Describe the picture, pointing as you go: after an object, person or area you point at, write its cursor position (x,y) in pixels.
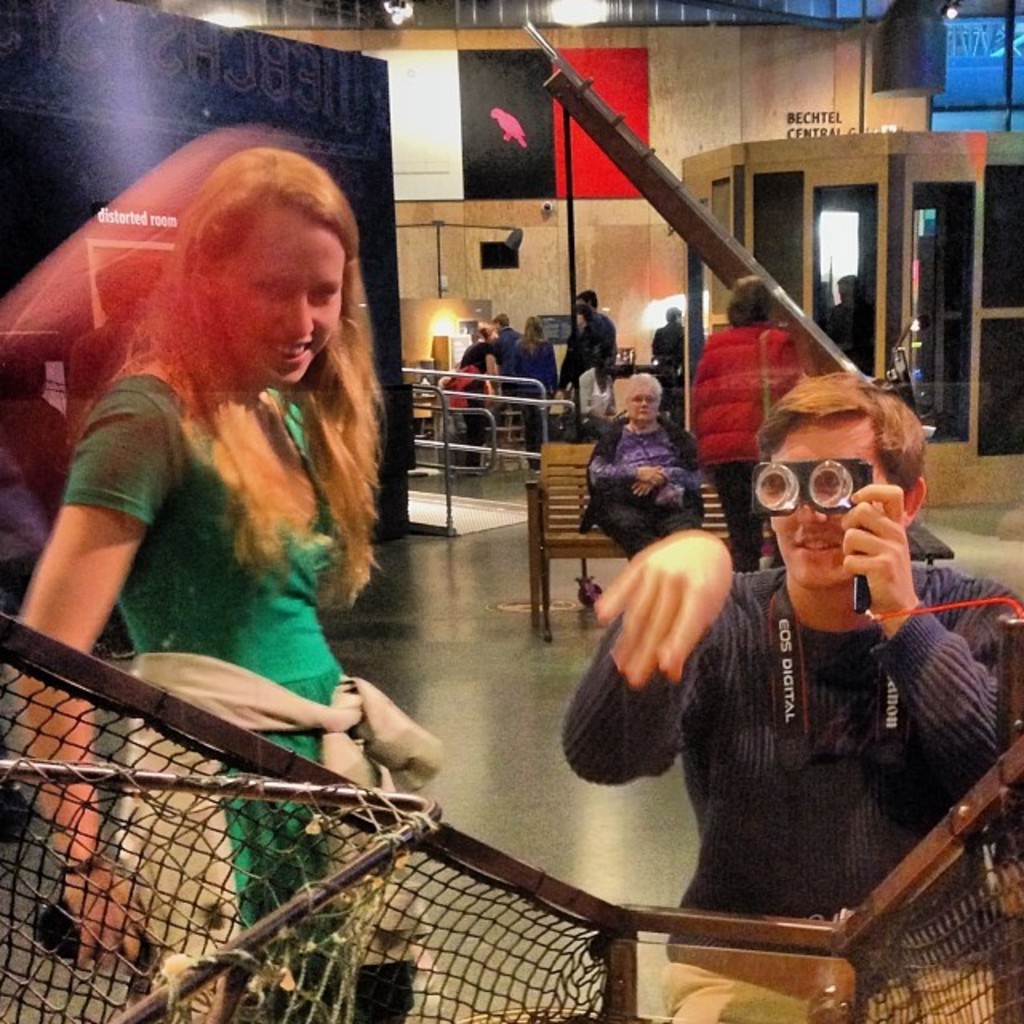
In this image we can see people (871,545), floor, mesh (138,968), wall (604,207), lights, boards (632,80), railing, glasses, and other objects (1005,190). Here we can see a person (636,377) is sitting on a bench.
